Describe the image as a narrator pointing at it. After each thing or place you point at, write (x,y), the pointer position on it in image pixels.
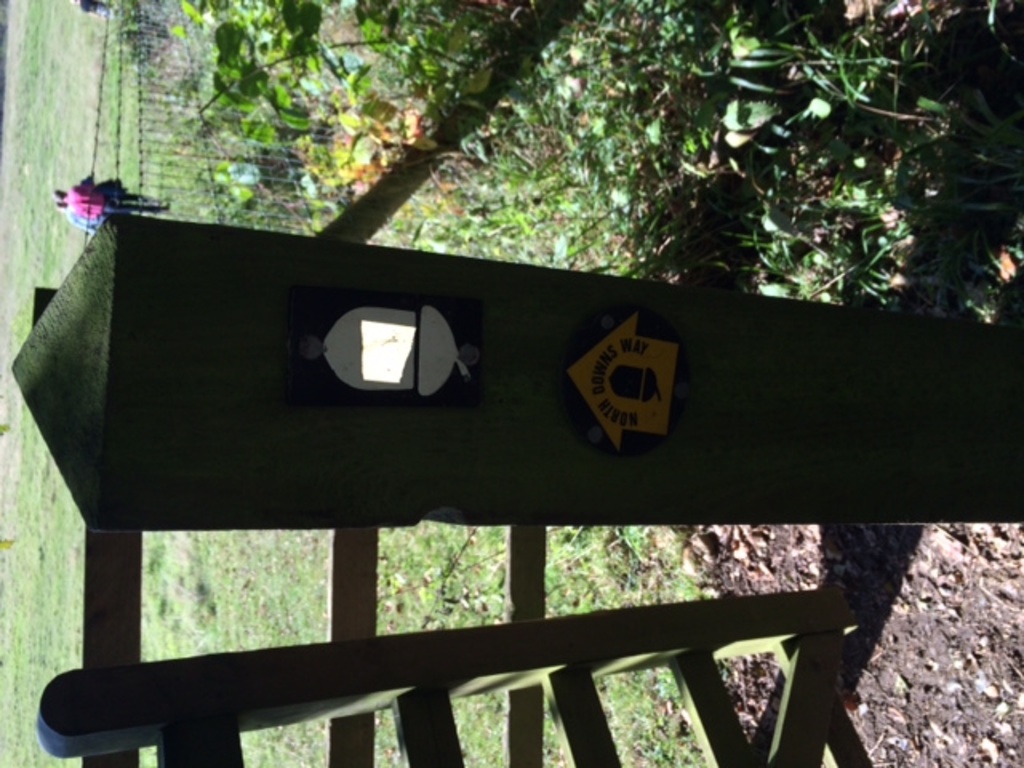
In the picture I can see the wooden fencing block (761,377). I can see the green plants (640,62) at the top of the picture (477,28). I can see the metal fence (166,48) and a few persons (103,206) on the top left side of the picture (115,80).
